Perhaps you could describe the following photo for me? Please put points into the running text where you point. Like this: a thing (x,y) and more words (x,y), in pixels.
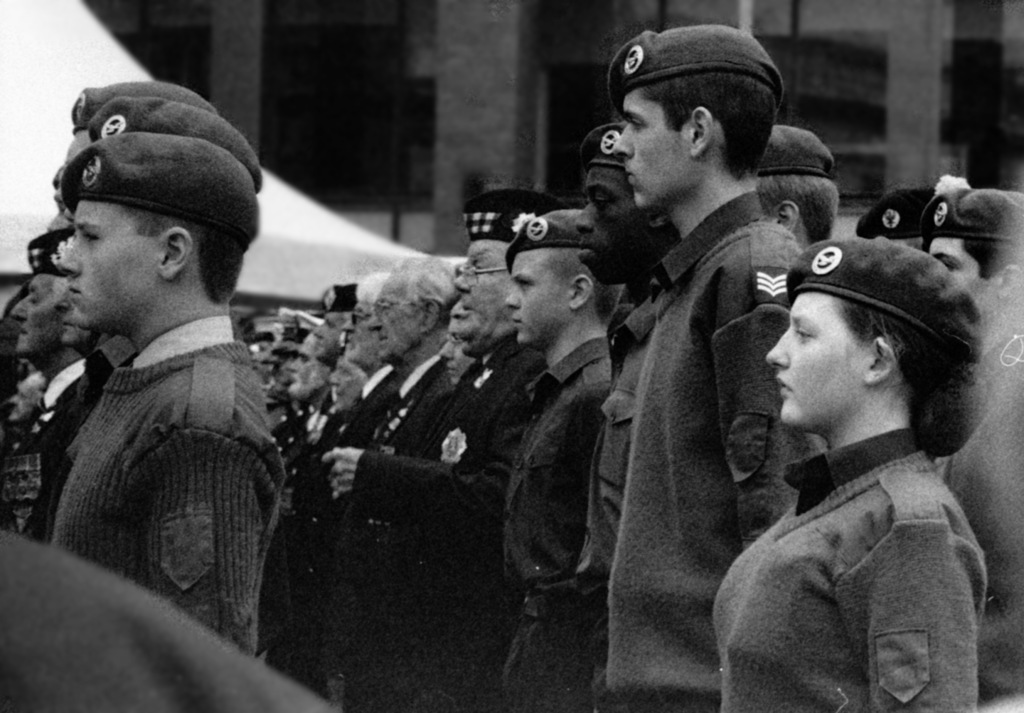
This is a black and white picture, there are many boys (637,556), men (756,262) and old people (100,360) standing in line (606,531) in cadet uniform (747,235) and suits (476,704).
